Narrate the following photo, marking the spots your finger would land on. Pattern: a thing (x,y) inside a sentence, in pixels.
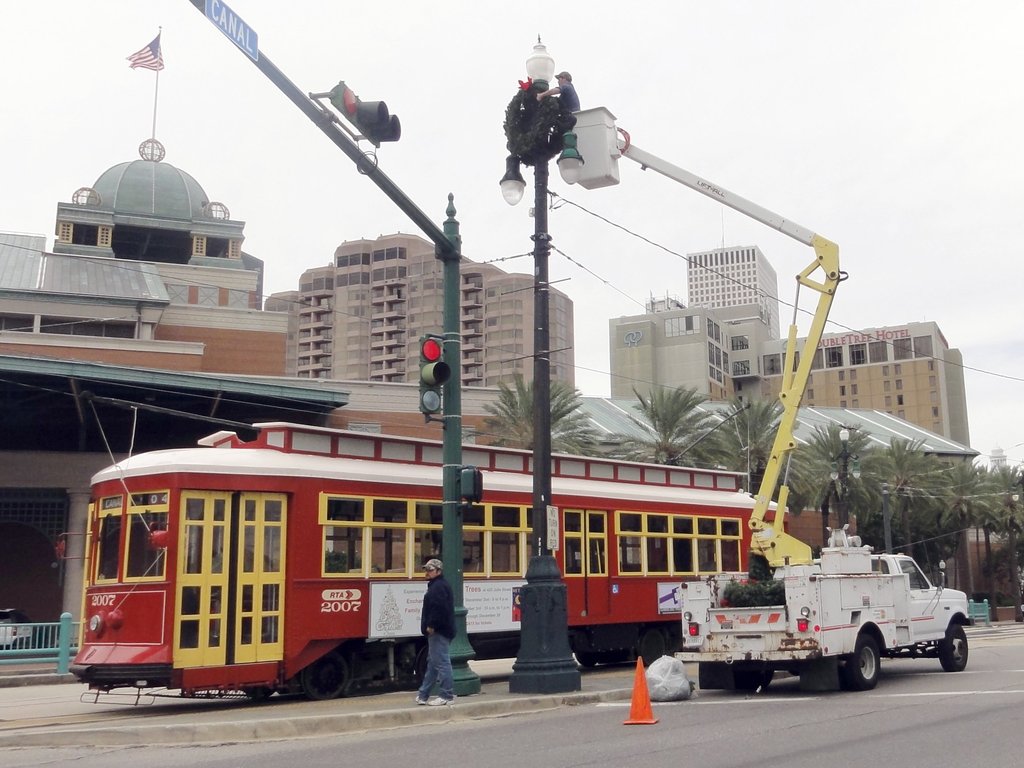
In this picture I can see there is a train (349,586) and it has windows (355,575) and a door (599,565). There are poles (545,201) with traffic lights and there are trees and there are few buildings (498,315) in the backdrop (393,317) and it has a flag (155,50). The sky (149,90) is cloudy.
